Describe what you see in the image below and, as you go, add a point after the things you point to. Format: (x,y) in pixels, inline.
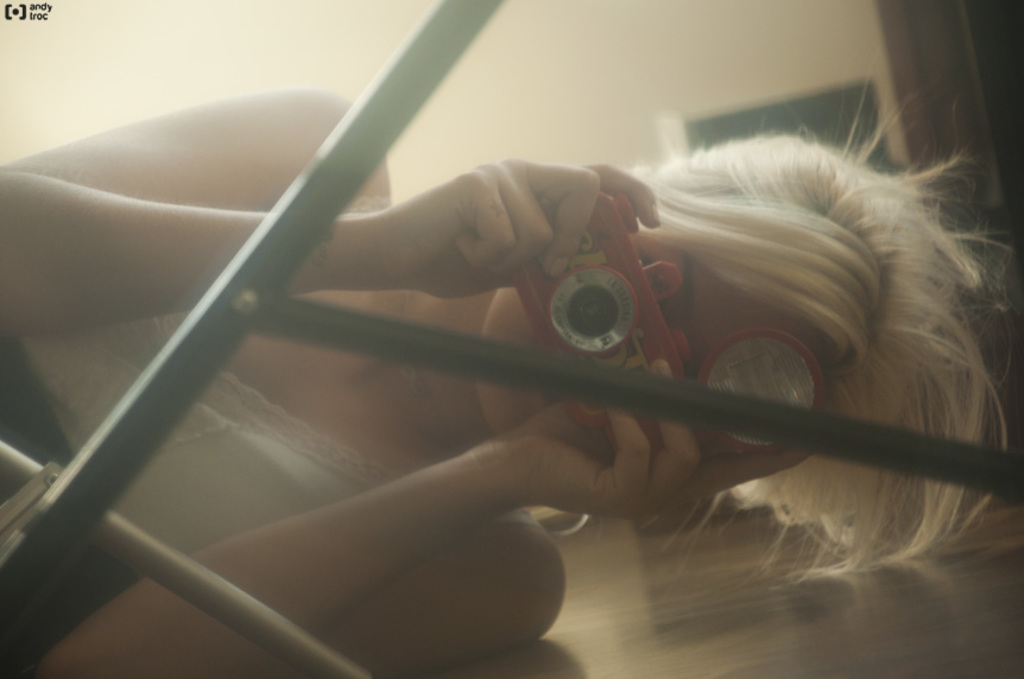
In this picture there is a woman (530,440) laying on the floor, holding a camera (606,296) in her hands (555,427). She is wearing white color dress (165,451). In the background (466,90) there is a wall (554,65).
